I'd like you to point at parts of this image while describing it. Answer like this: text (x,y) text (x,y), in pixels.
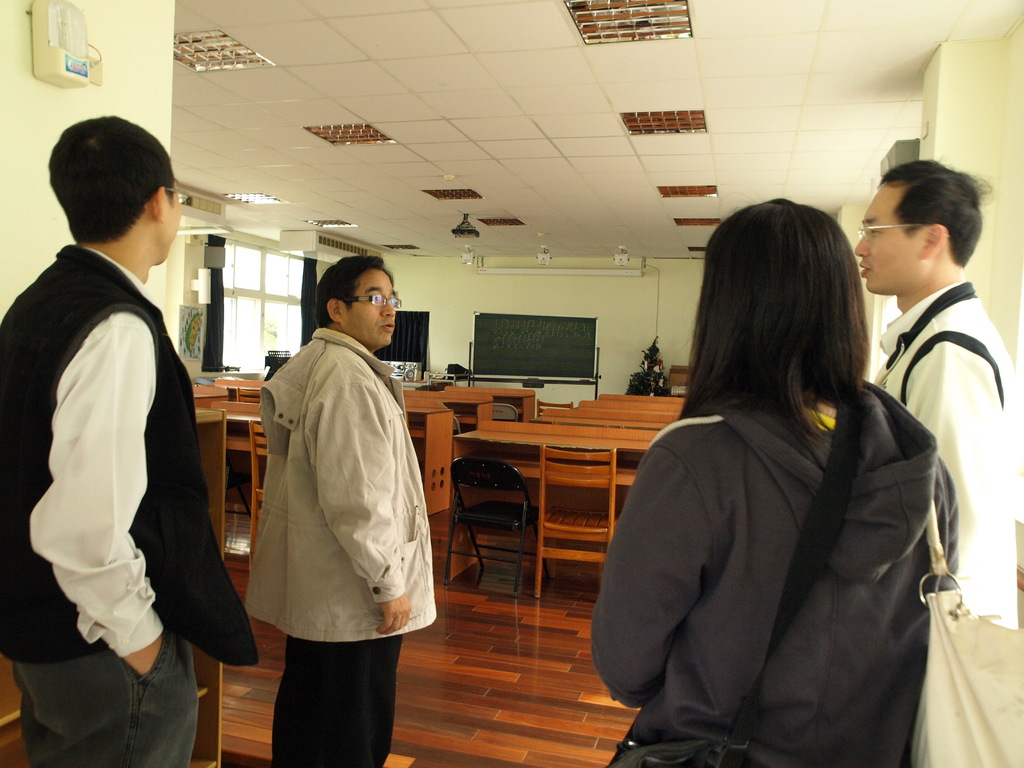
there are four people (753,511) standing in the room (21,138) which has a light (520,225) and some chairs (498,473) in the room (439,518).
